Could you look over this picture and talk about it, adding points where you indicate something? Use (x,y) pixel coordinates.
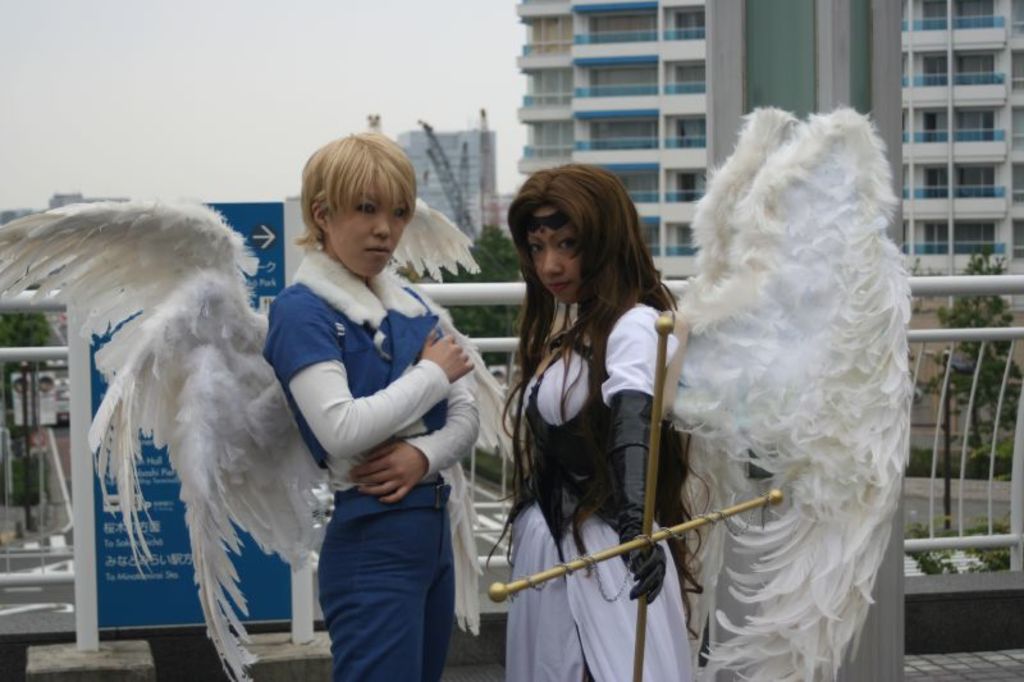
Here we can see two people (385,645). These two people (591,238) have wings (893,340). This person (655,364) is holding an object (637,654). Background (508,261) there are trees (502,306), hoarding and buildings (662,84).
